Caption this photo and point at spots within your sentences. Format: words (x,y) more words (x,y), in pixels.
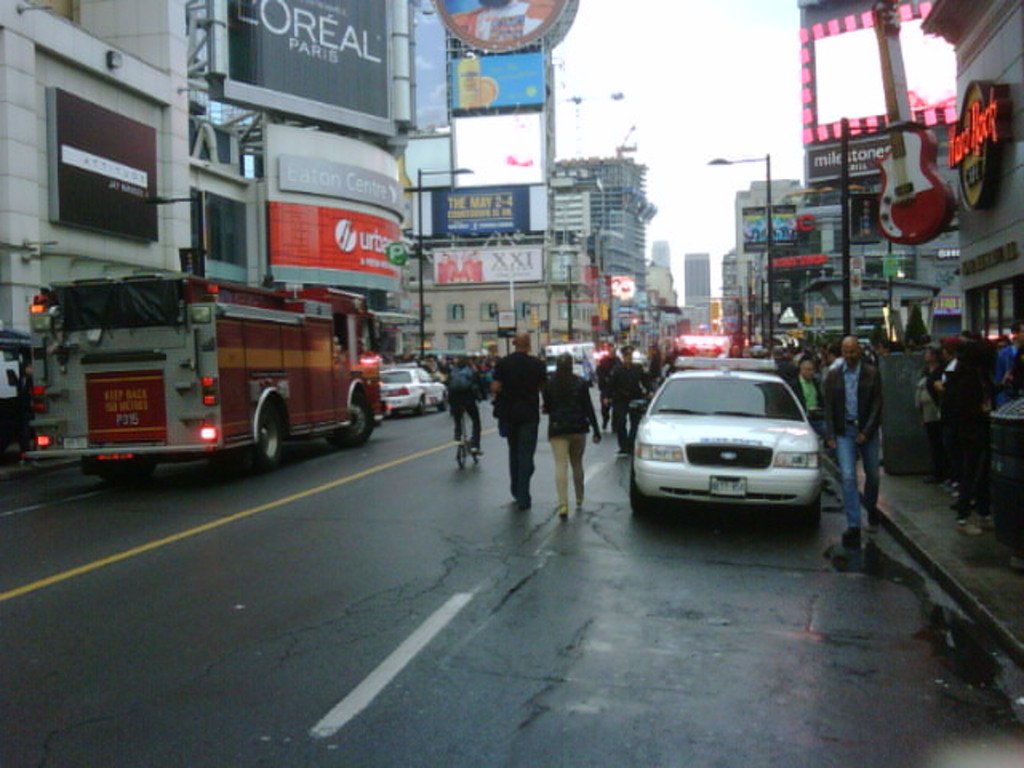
In this image there is a road (180,594), on either side of the vehicles (280,413) are parked to a side, people (578,396) are walking on road (217,515) and on the footpath (907,491), in the left side (337,234) and right side (822,251) there are shops (820,220).
